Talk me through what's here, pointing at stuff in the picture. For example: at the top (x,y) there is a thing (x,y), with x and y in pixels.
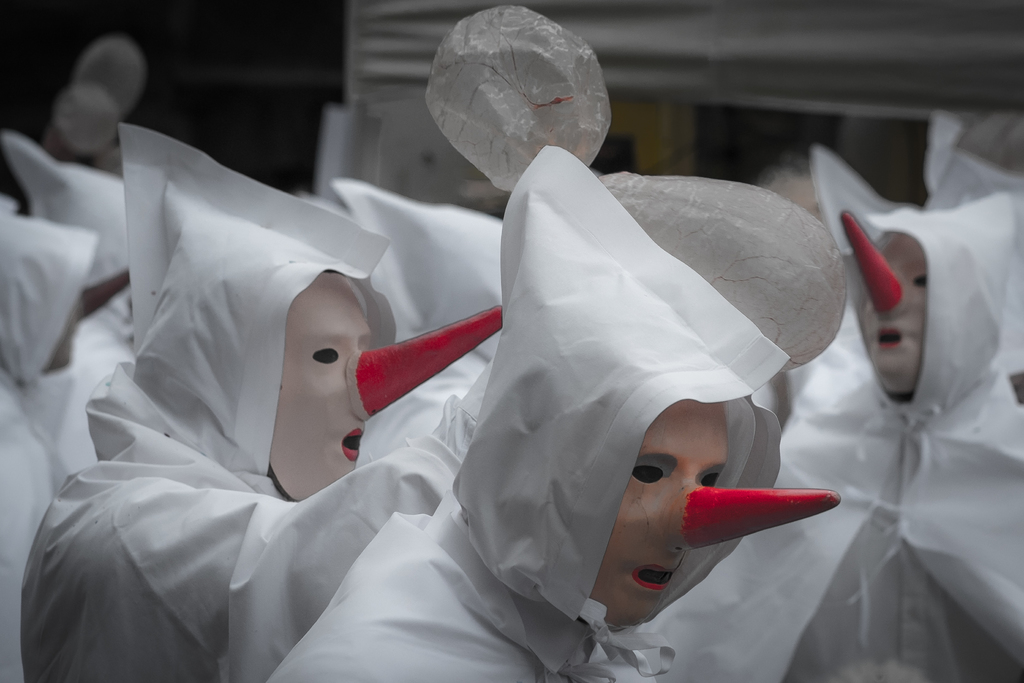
This is the picture of some people (544,165) wearing white dress (328,526), hat (528,488) and has some, masks (328,434) to their faces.
